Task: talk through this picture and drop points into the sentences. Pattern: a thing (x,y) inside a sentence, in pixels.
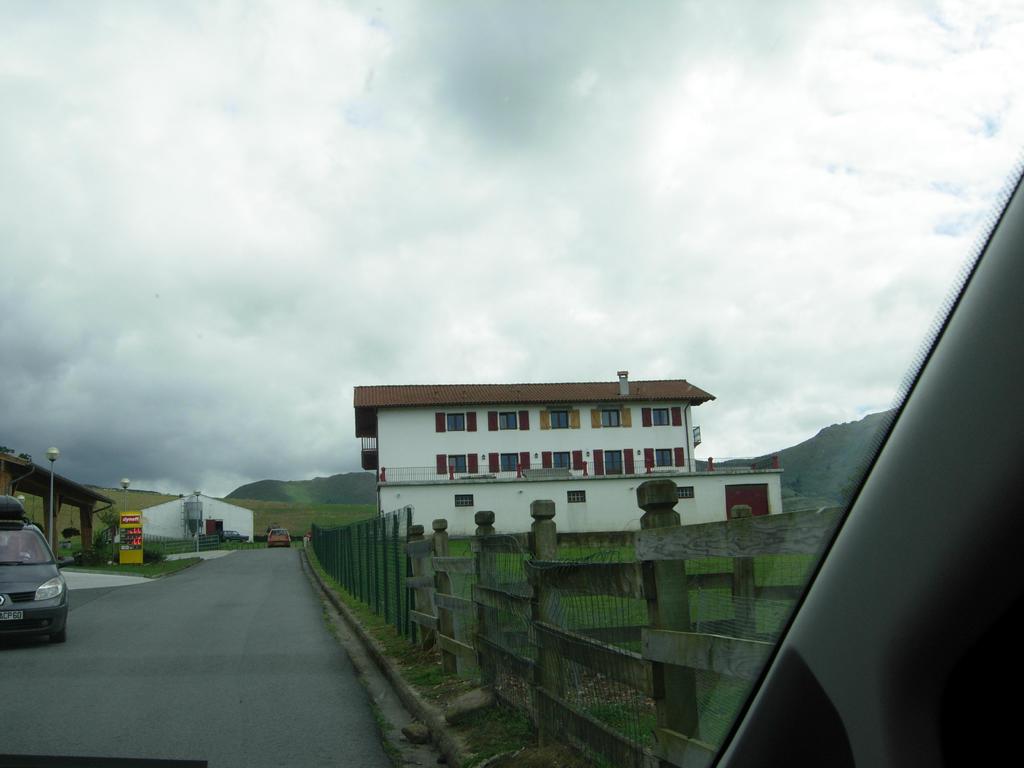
In this picture we can see vehicles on the road (51,700), here we can see a fence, building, houses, grass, electric poles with lights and some objects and in the background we can see mountains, sky (569,207).
